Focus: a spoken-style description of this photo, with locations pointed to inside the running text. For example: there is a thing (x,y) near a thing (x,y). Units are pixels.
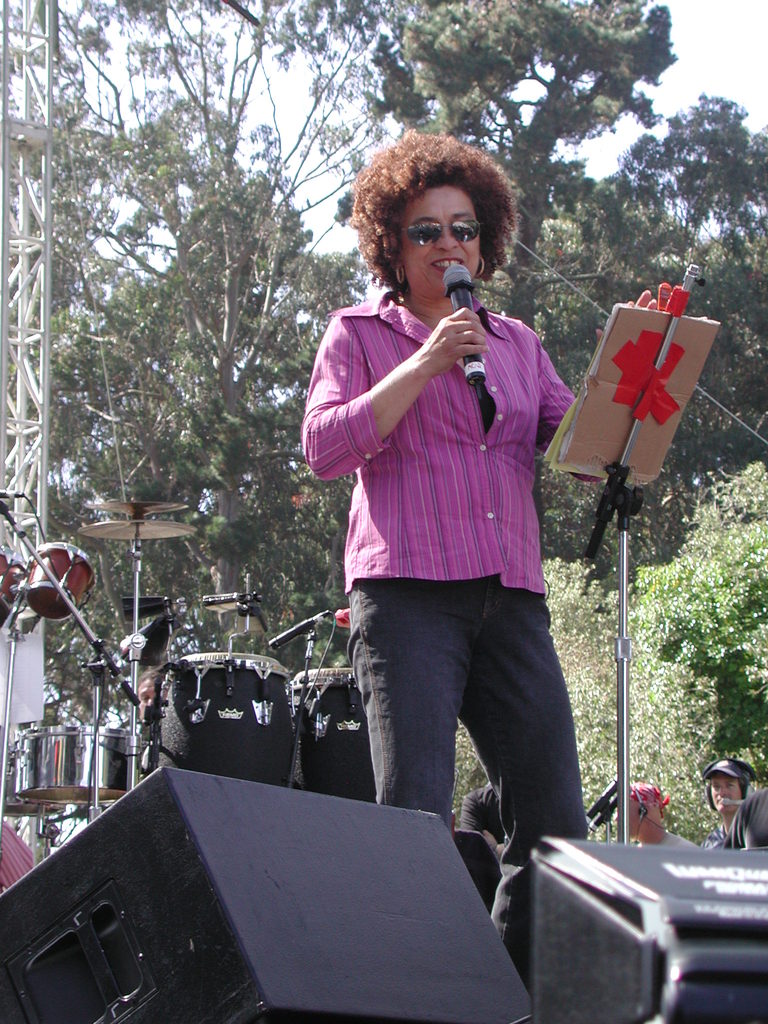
In this image we can see a woman (472,348) wearing pink shirt (480,504) is holding a mic (458,301) in her hands (437,331) and standing on the stage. In the background (168,646) we can see drums (183,687), trees (246,222) and few people (714,788).
